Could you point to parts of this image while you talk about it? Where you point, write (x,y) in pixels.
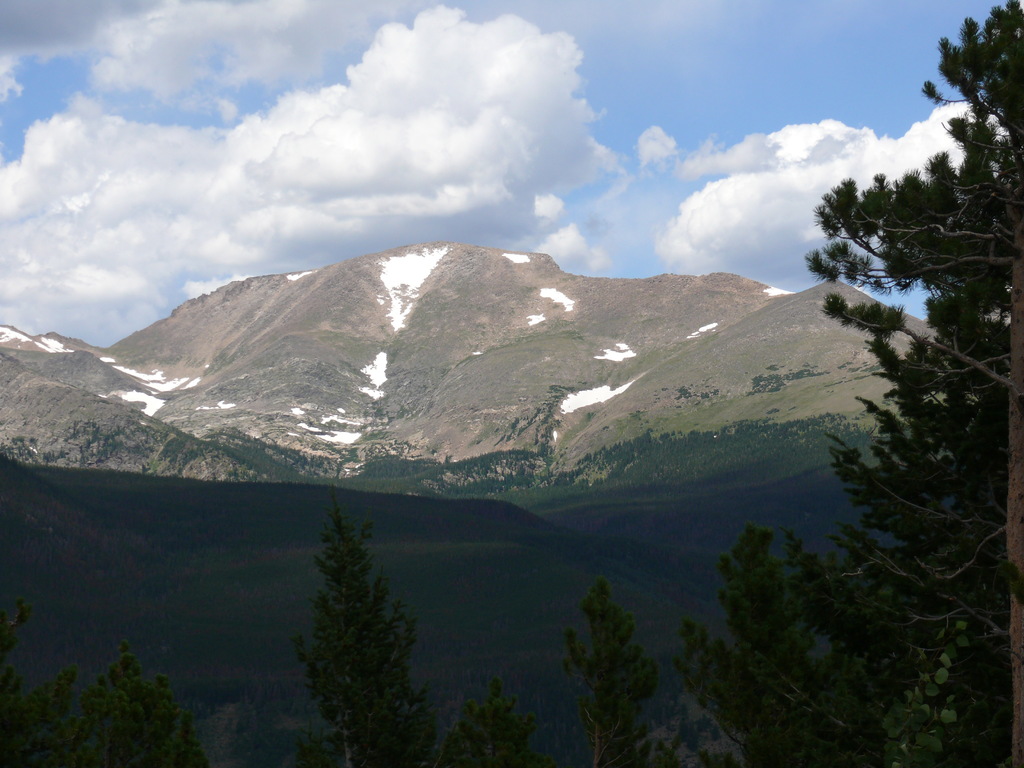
In this image I can see few trees (761,606) which are green in color. In the background (449,712) I can see few mountains (366,361), some snow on the mountains (421,381) and the sky (492,148).
